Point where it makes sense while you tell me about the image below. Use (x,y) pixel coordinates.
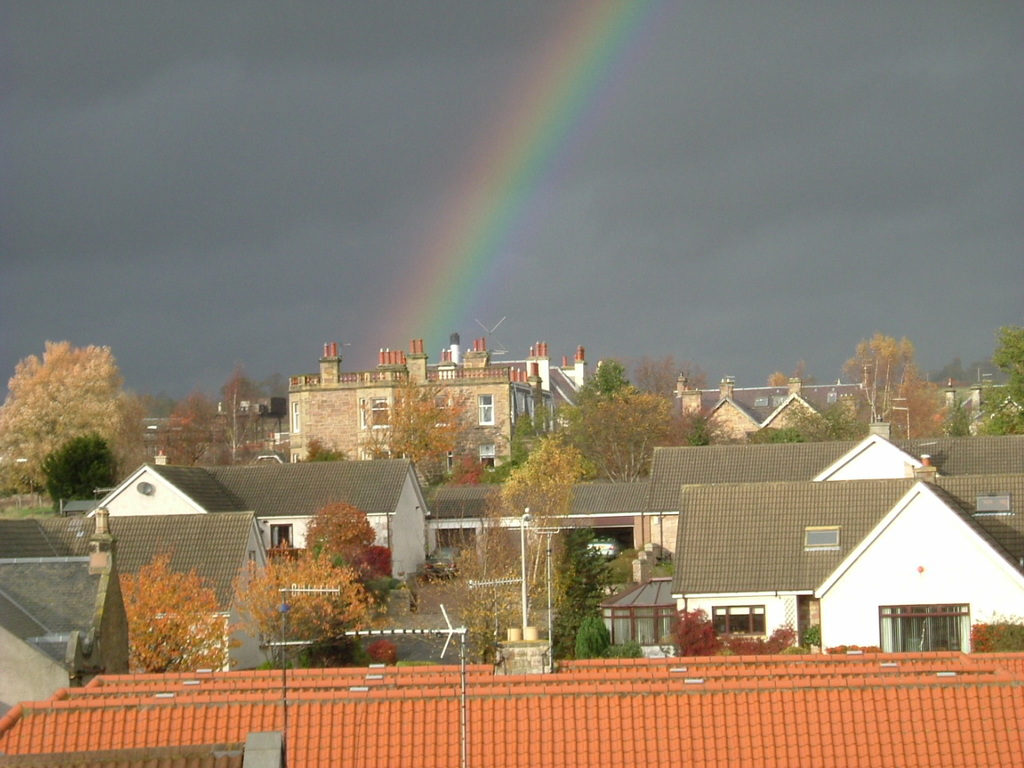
In this picture there are buildings (792,545) and trees (1000,431) and poles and there are roof tiles (452,729) on the top of the building (574,766). At the top (69,94) there is sky (51,117) and there is a rainbow (544,112).
